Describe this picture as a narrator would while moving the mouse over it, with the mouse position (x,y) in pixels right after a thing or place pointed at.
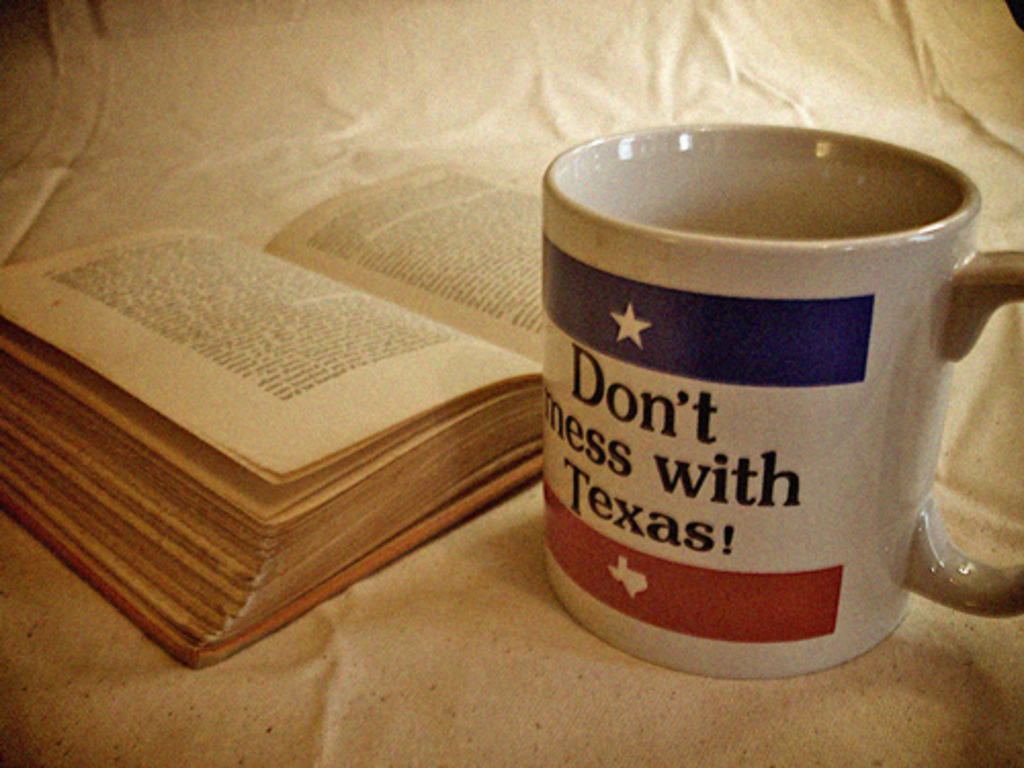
In this image we can see a book (285,278), there is some matter (334,323) written on it, there is a cup (729,369) on the white cloth (1018,196).
